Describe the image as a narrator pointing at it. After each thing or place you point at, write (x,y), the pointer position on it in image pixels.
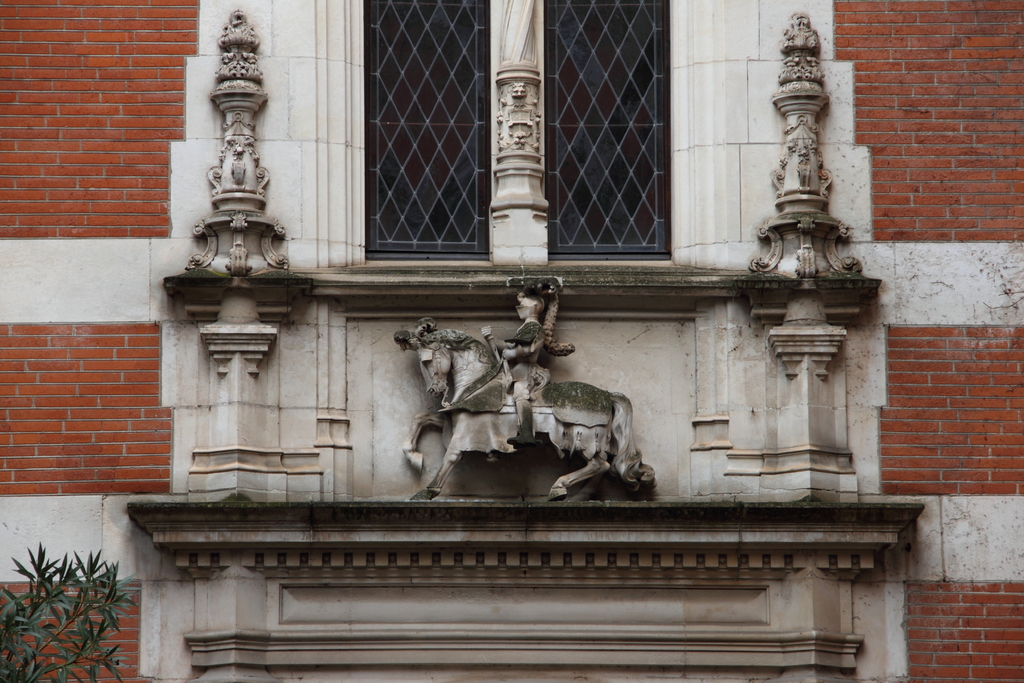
In the center of the image (441,380) there is a statue (481,374). In the background (441,445) we can see building (607,529) and window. At the bottom left corner (28,675) there is a plant (62,618).
